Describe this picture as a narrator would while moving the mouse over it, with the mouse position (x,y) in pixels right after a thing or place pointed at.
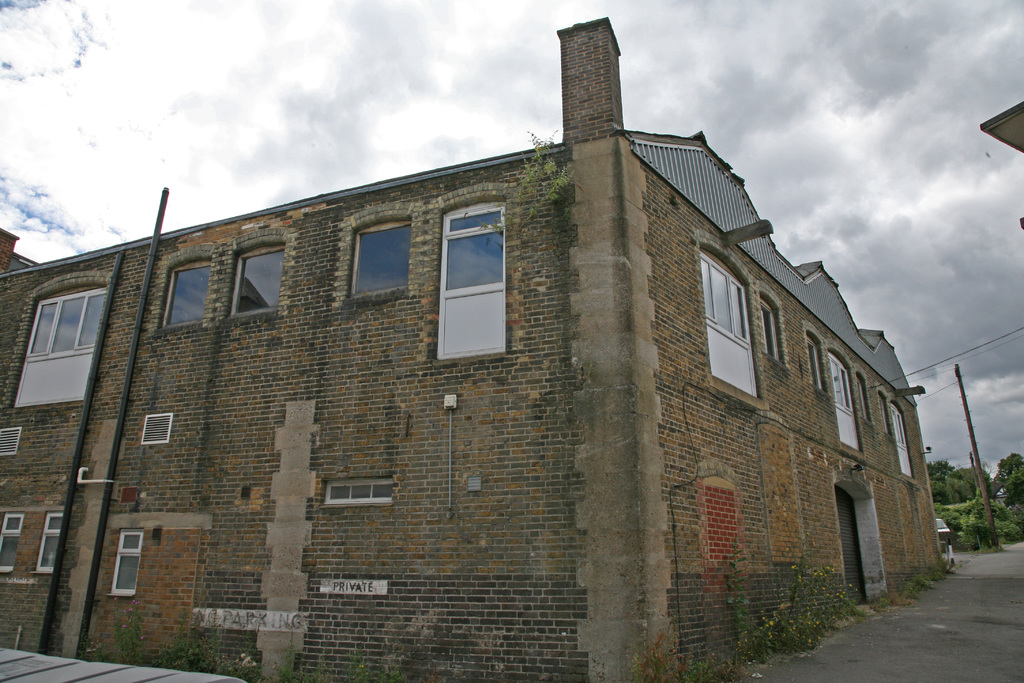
In the image there is a building (516,421) with brick walls (380,358), glass windows (469,219), pipes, roofs (652,144) and also there is a chimney (607,116). On the right corner of the image (971,511) behind the building (918,533) there are trees (970,491) and poles (972,424). At the top of the image (116,76) there is sky (882,87) with clouds (877,73).
